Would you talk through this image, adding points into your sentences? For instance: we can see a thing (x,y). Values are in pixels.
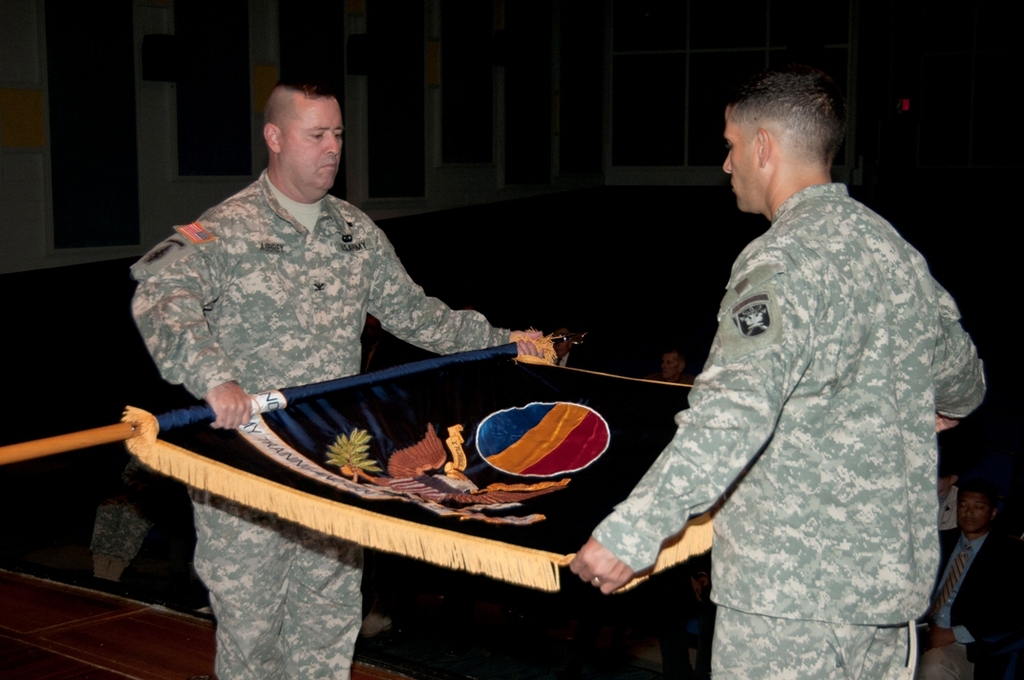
In this image there are people (860,456) holding the flag (608,390). Other people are sitting.
